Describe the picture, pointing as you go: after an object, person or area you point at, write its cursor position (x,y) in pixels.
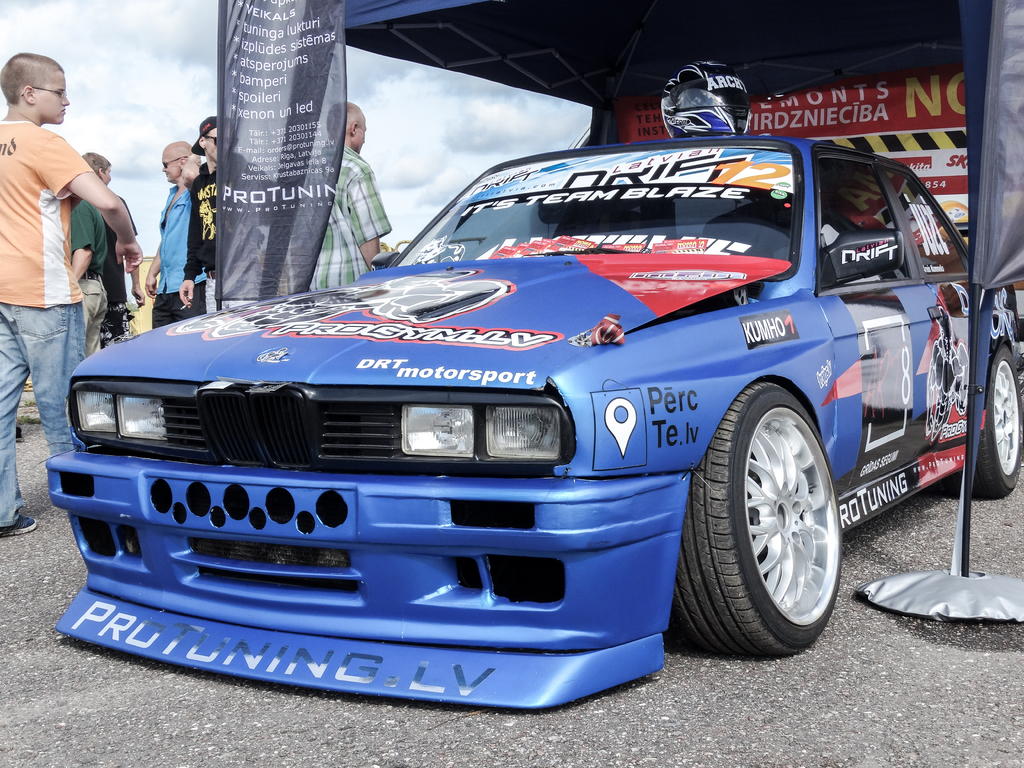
In this image there is a sports car (664,334) which is kept below the tent (551,46). Above the car (659,202) there is a helmet (718,118). On the left side (174,244) there are few people (137,245) standing on the floor (43,524) beside the car (95,570). There are two banners (235,168) on either side of the car (359,399).
